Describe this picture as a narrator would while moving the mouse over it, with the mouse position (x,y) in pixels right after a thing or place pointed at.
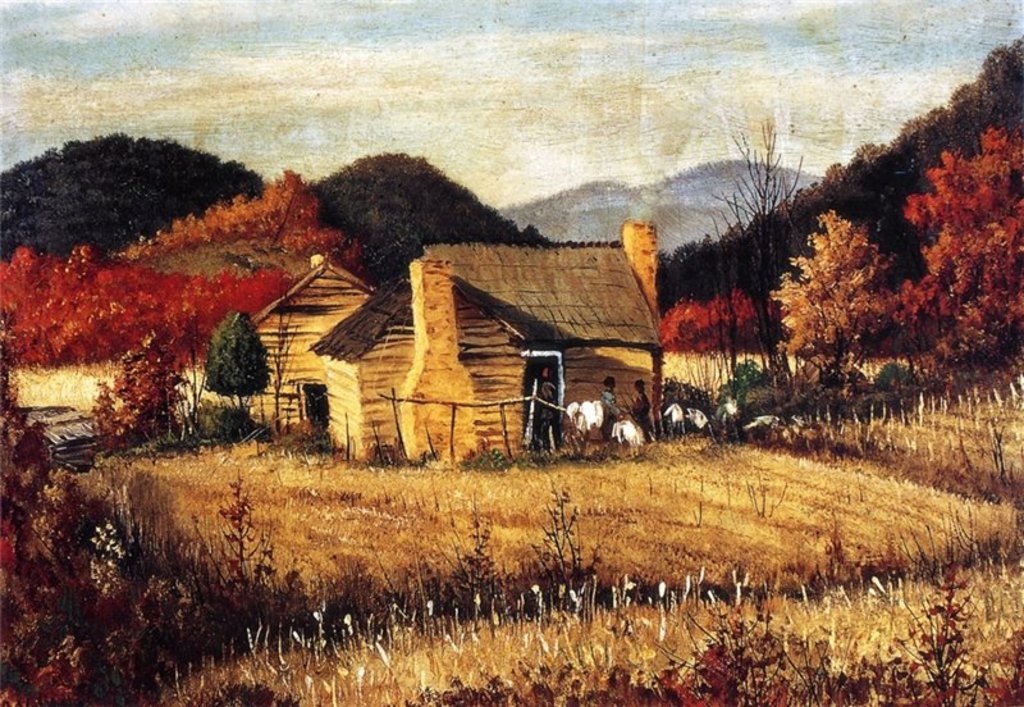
In this image I can see it is a painting, in the middle (583,333) there are huts (477,372) and there are few persons (544,416), at the back side (960,235) there are trees (683,286). At the top (560,86) it is the sky (544,95).
